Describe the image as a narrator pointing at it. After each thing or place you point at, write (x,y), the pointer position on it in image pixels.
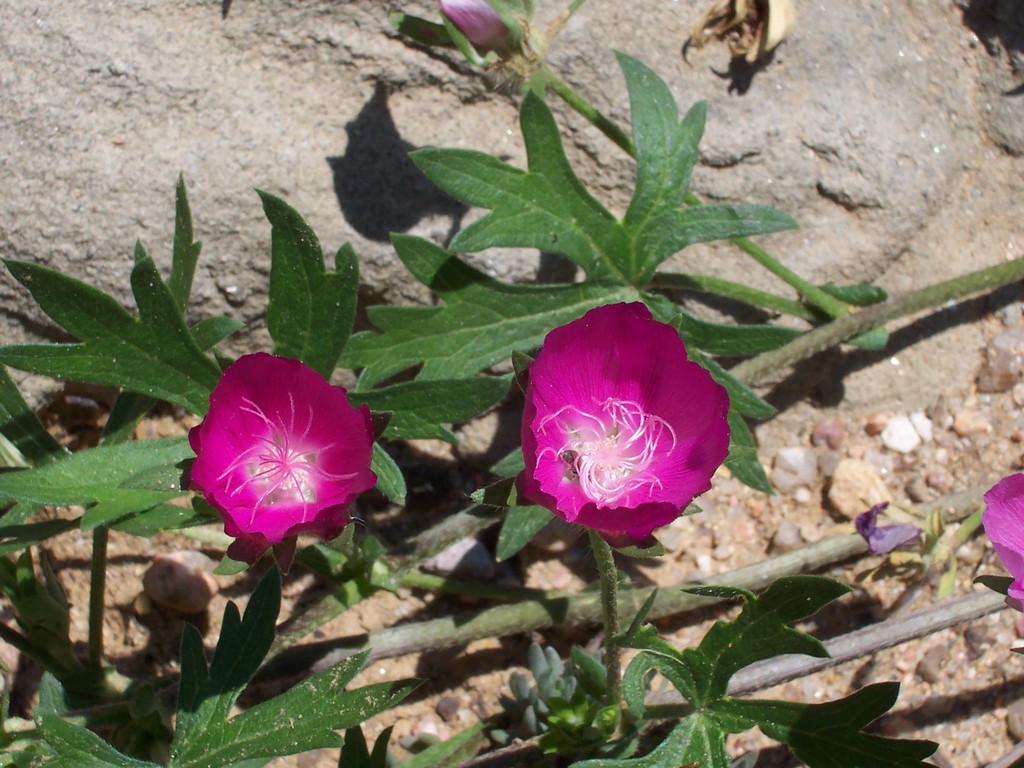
In the center of the image (360,375) we can see flowers (293,434) and plants (427,627). in the background (732,257) we can see stones (793,478).
